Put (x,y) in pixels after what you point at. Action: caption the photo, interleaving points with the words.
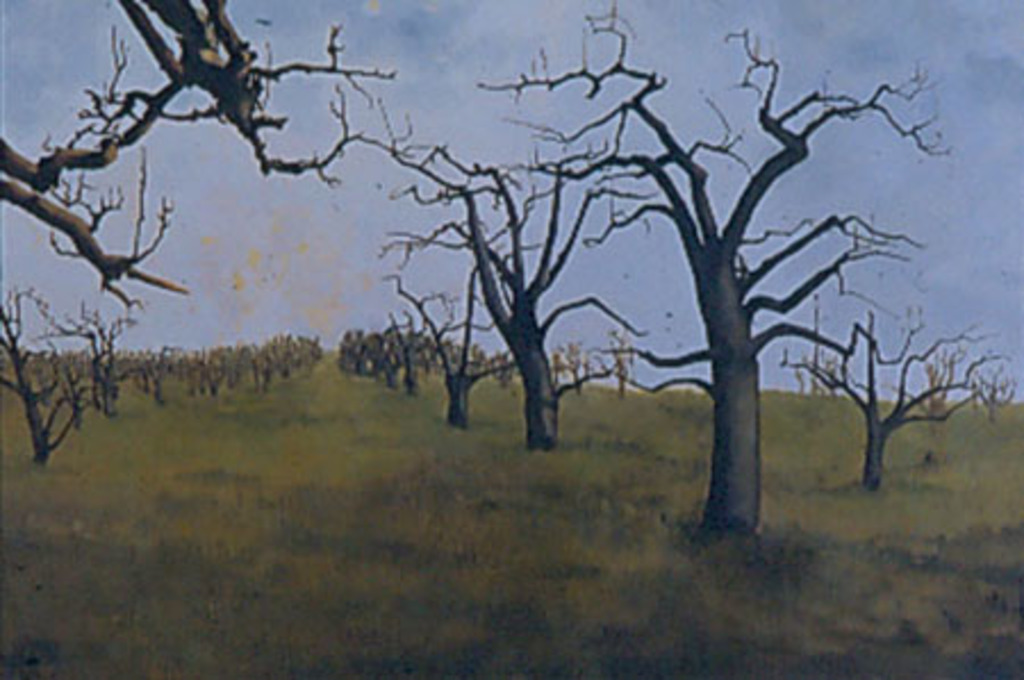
This is the painting of an image. In the image there is grass (287,567) on the ground (312,589). And also there are trees (591,95) without leaves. In the background (396,214) there is a sky (904,271).
